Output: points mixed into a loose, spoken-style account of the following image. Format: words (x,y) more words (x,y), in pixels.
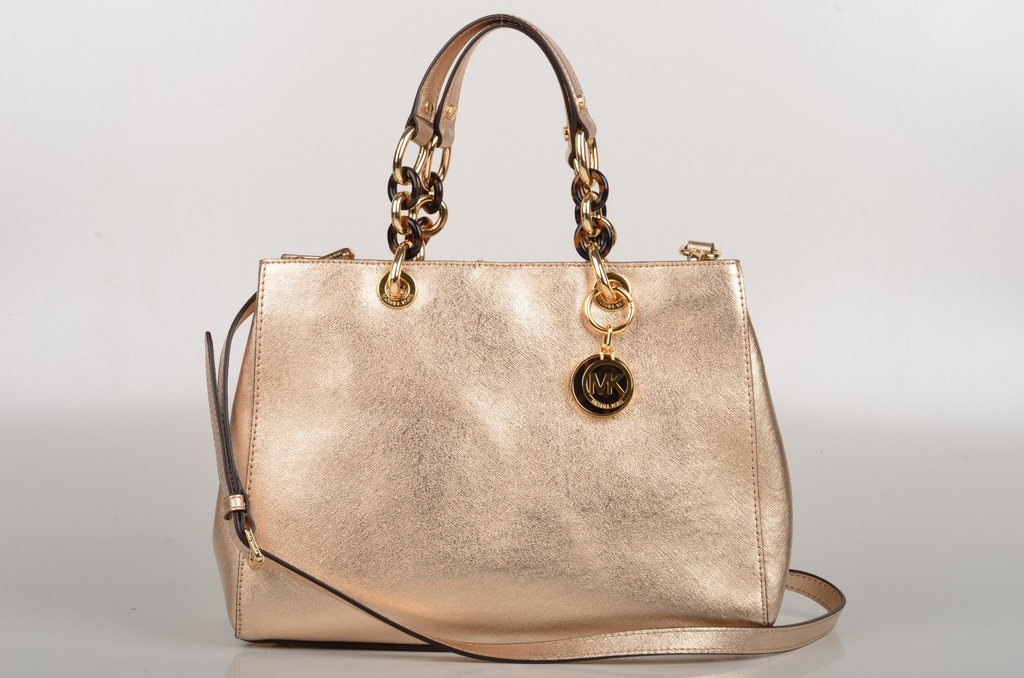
In this picture we can see a light pink color hand bag (493,454), it consists of a key chain (607,378) and we can see a strap (406,631) here.
